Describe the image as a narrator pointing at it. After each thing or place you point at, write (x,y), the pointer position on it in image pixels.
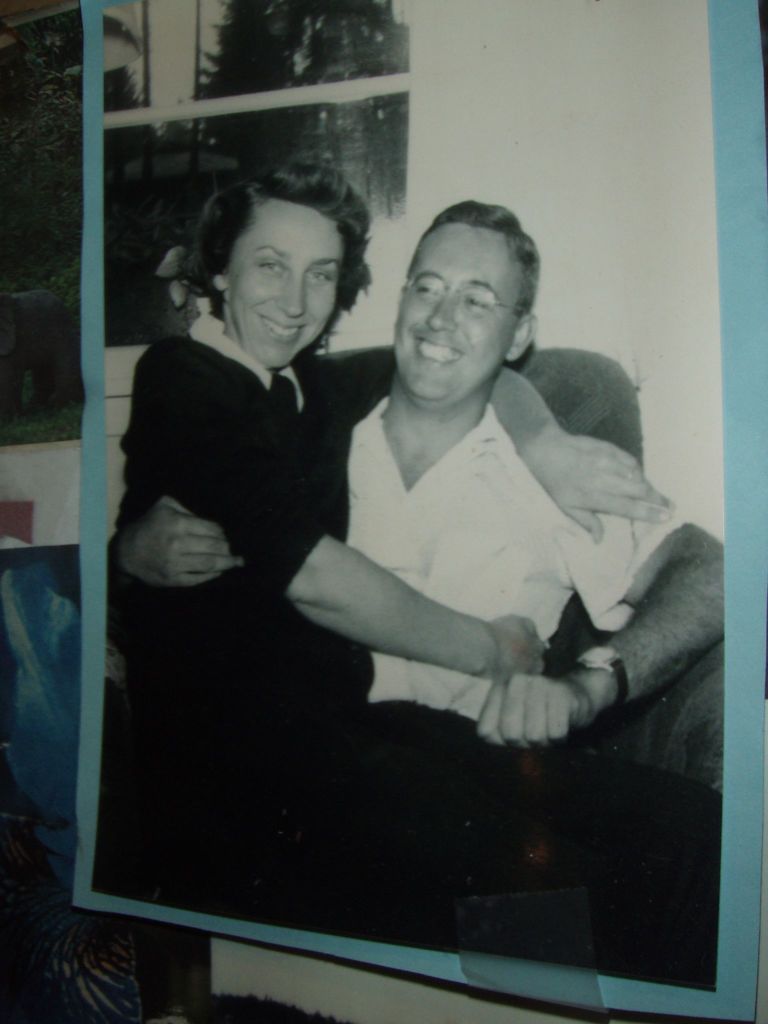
This image is taken indoors. In the middle of the image (329,528) there is a picture frame (106,524) with an image of a man (438,370) and a woman (222,490) sitting on the couch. On the left side of the image (3,724) there are a few objects (82,926). There is a window (109,227). Through the window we can see there are a few trees (32,263).
